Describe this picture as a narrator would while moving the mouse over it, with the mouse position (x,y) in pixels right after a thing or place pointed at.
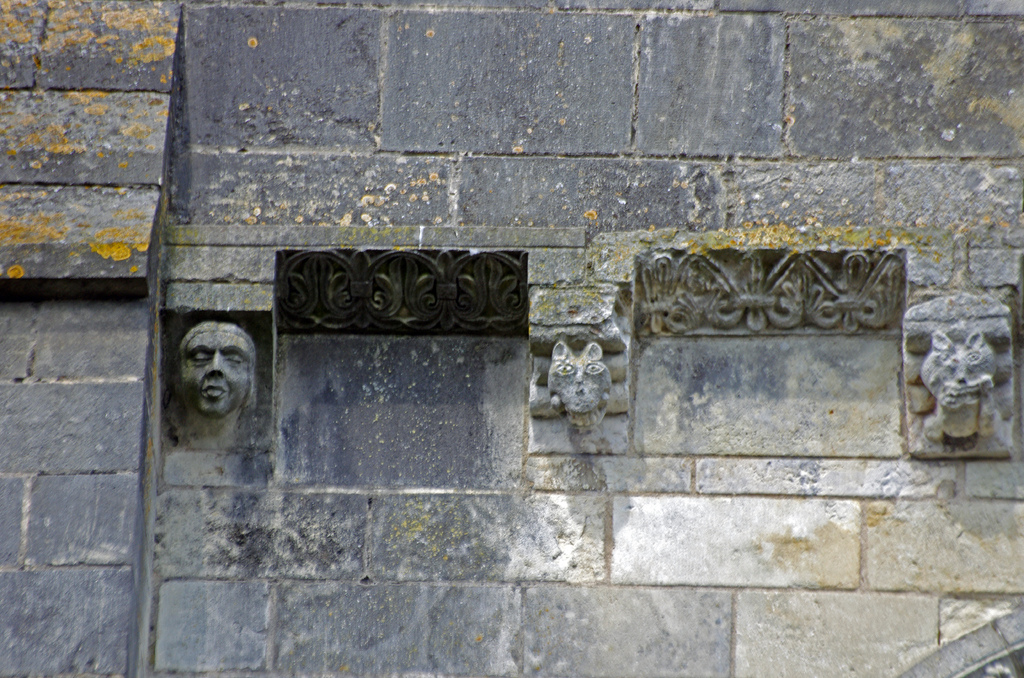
This image consists of a wall (446,415) on which we can see the structures of human face (230,400) and the animals (567,376).
